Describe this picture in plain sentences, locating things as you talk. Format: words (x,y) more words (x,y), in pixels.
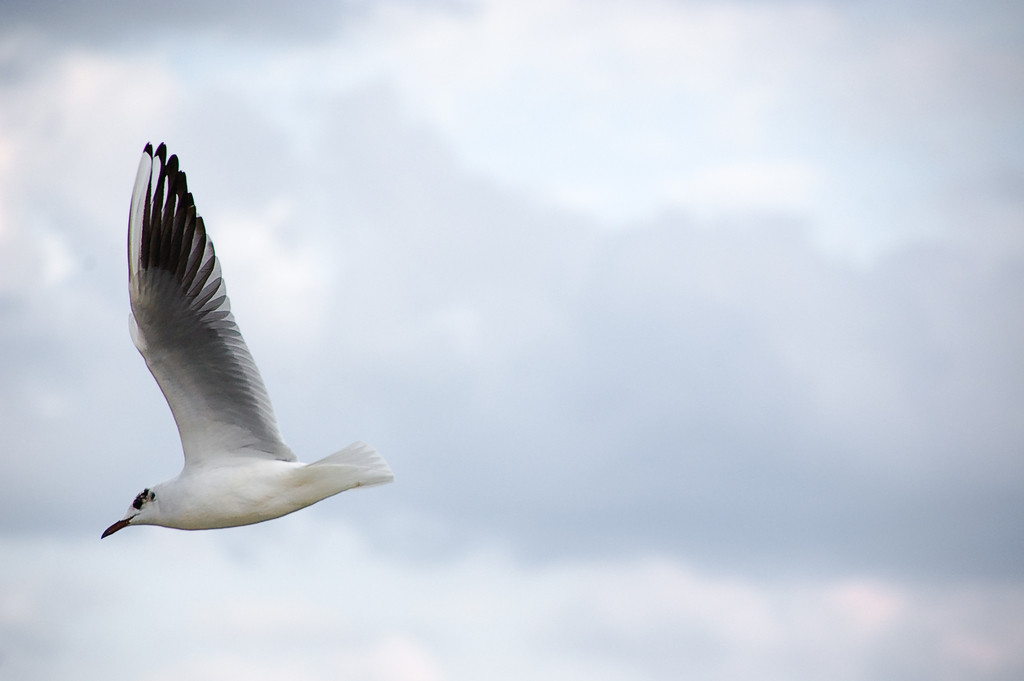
In the image we can see there is a bird (206,451) flying in the sky (4,520).
